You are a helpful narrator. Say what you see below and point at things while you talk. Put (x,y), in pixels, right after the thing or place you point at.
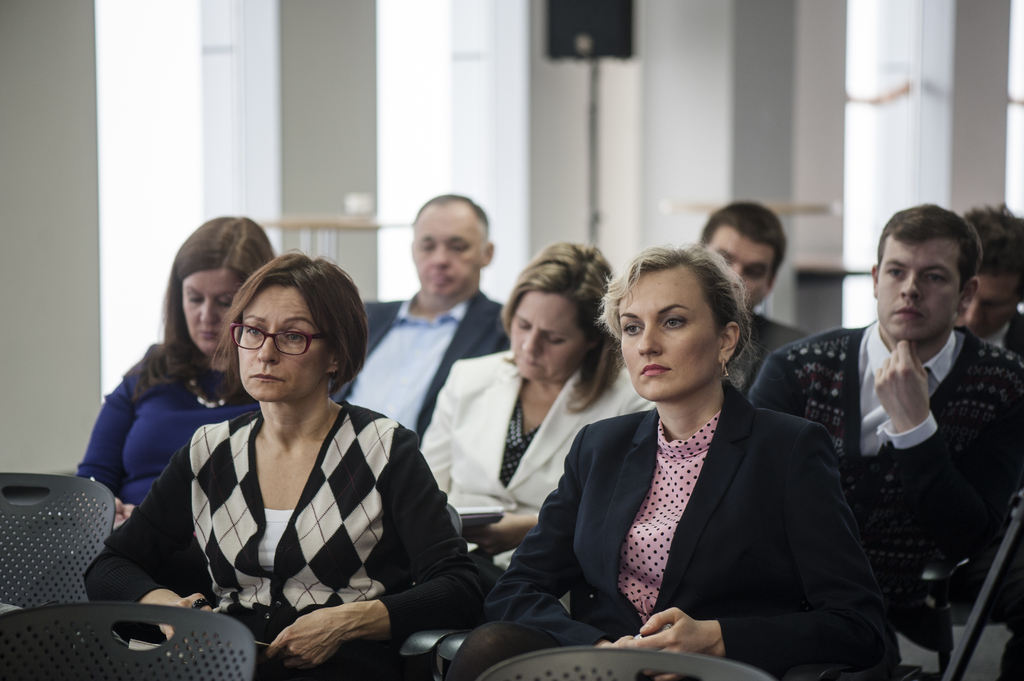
In this image we can see a few people (600,373) sitting on the chairs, there are few empty chairs (76,622), also we can see the wall (569,77), a speaker (553,22), and windows (907,112), the background (567,209) is blurred.
